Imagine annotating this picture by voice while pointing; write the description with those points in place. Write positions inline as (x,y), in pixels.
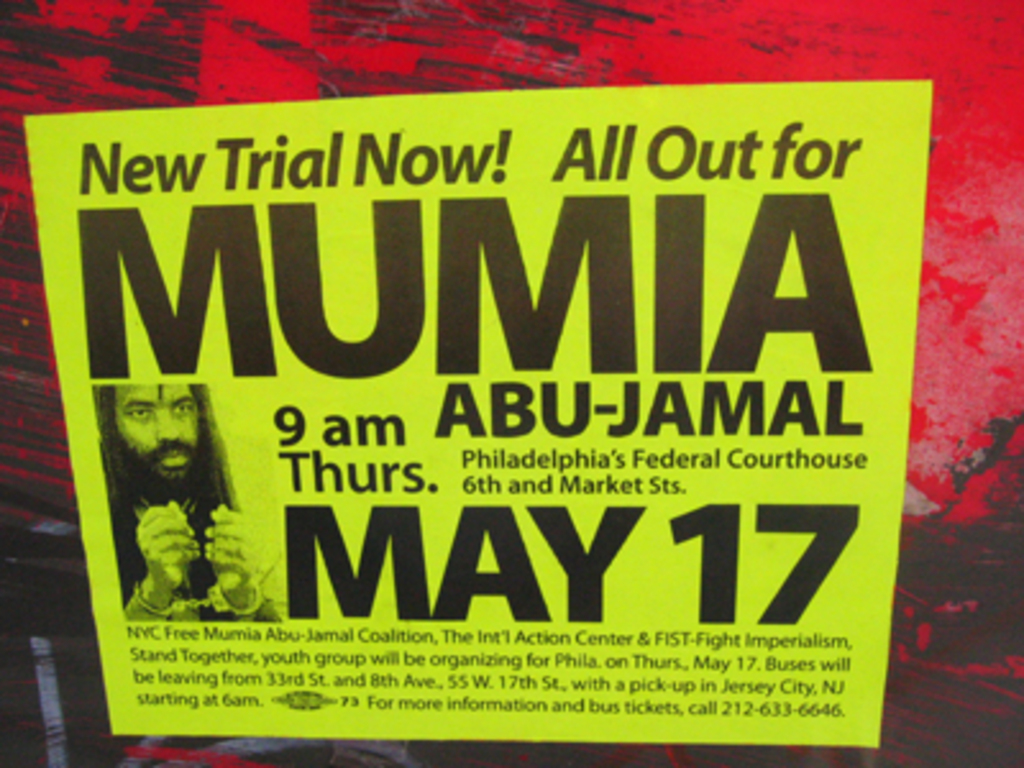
In this picture I can see there is a red color board (41,56) and it has a yellow color board (410,428). There is something written on the yellow color board (323,484) and there is a picture (243,540) of a man (165,485), he has beard (190,484), mustache (168,443) and handcuffs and there is something written.
